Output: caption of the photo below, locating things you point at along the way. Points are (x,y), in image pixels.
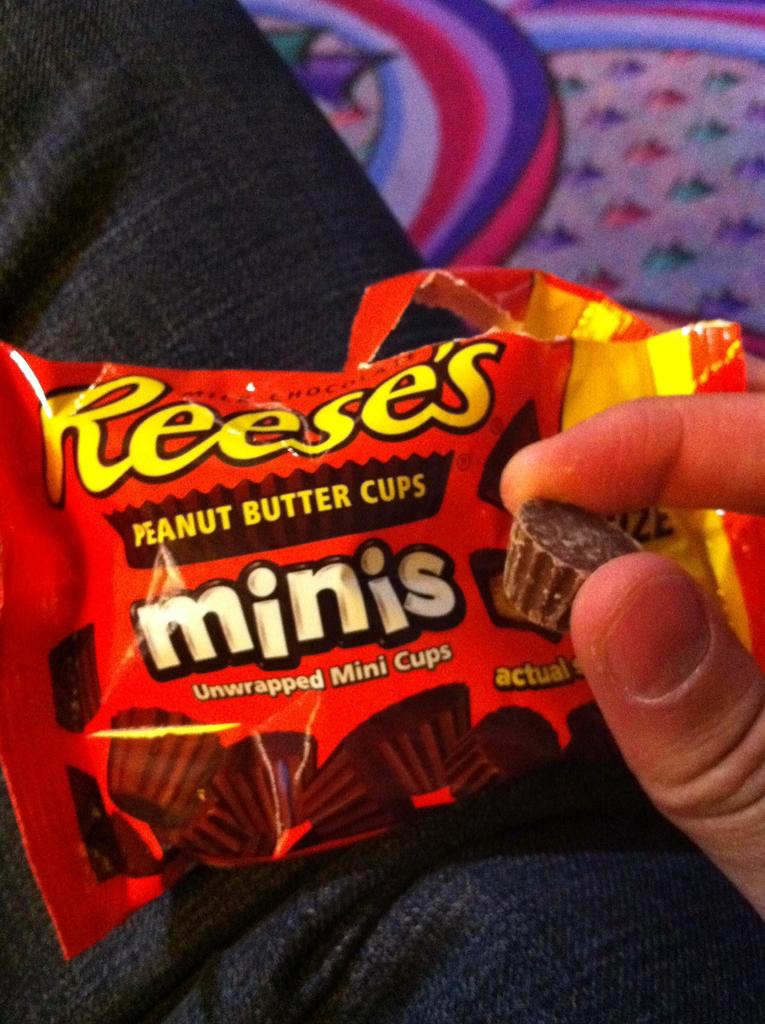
A person (680,651) is holding a chocolate (588,536) and chocolate wrap (301,443).
